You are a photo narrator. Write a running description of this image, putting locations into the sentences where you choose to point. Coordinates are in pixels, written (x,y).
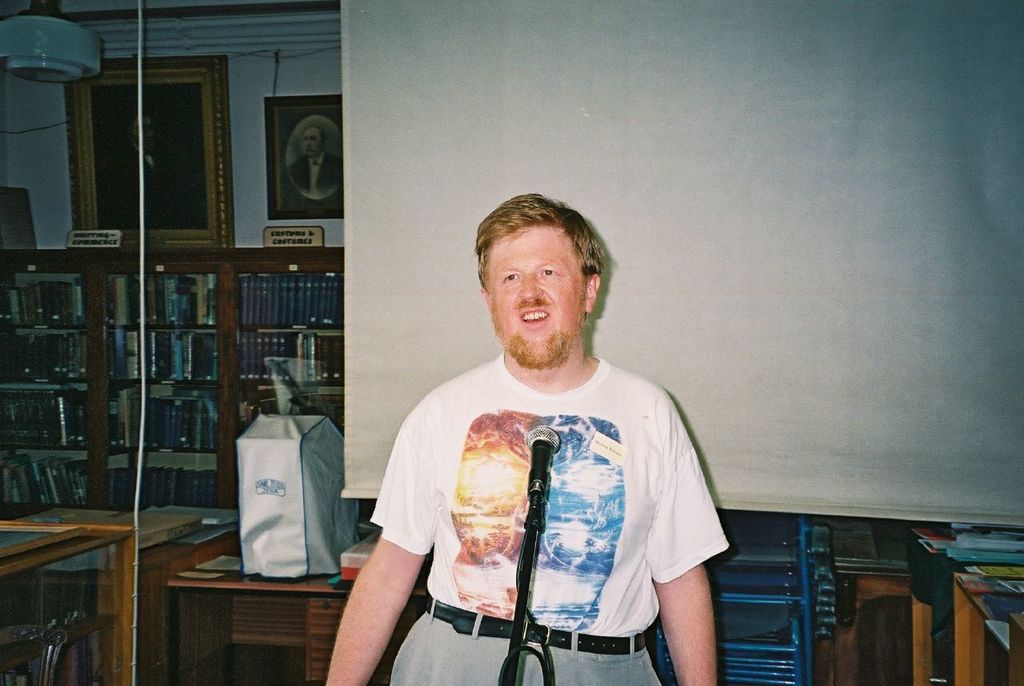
In this picture I can observe a person (515,475) wearing white color T shirt (527,486). In front of him there is a mic (545,441) and a stand (525,586). On the left side (186,341) I can observe a bookshelf (231,429). In the background (773,334) there is a projector display screen (537,184).
